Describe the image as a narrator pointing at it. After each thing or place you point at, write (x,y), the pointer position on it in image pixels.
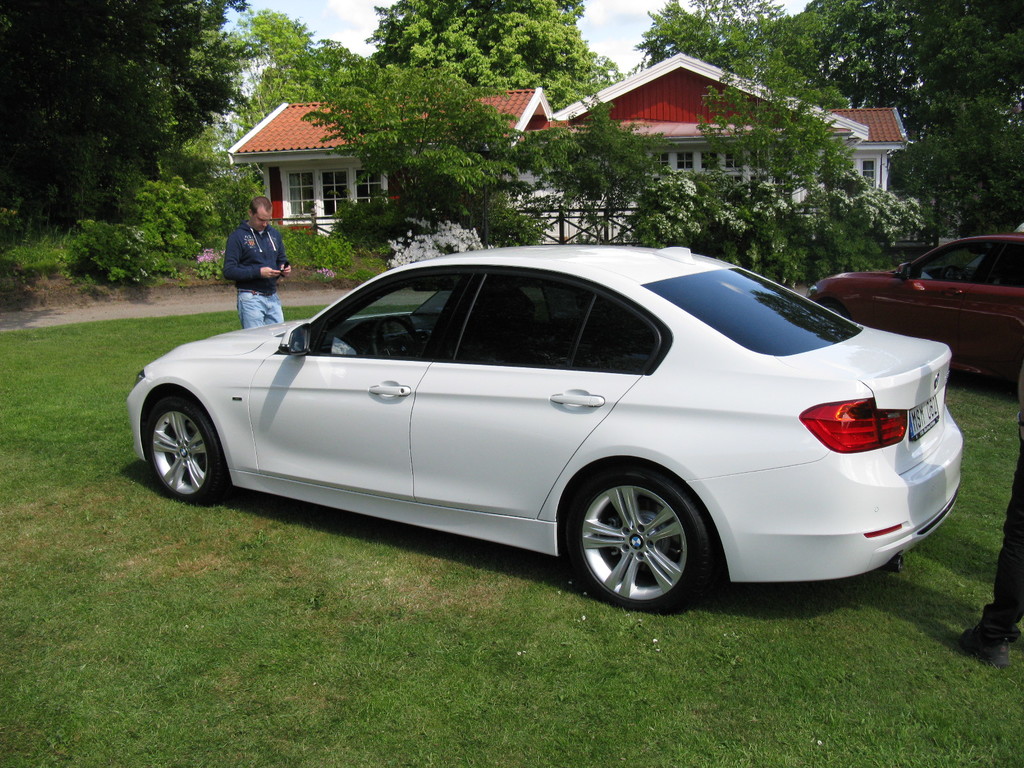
In the picture we can see a grass surface (834,726) on it we can see a car (639,253) which is white in color and in front of the car (774,299) we can see a man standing and behind the car (758,299) also we can see a person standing and beside it we can see another car (984,335) which is red in color and in the background (773,247) we can see some plants (480,247), railing (313,231), house (604,99) with windows (325,199) and behind the house (324,209) we can see trees (973,125) and sky (607,30) with clouds (626,28).
